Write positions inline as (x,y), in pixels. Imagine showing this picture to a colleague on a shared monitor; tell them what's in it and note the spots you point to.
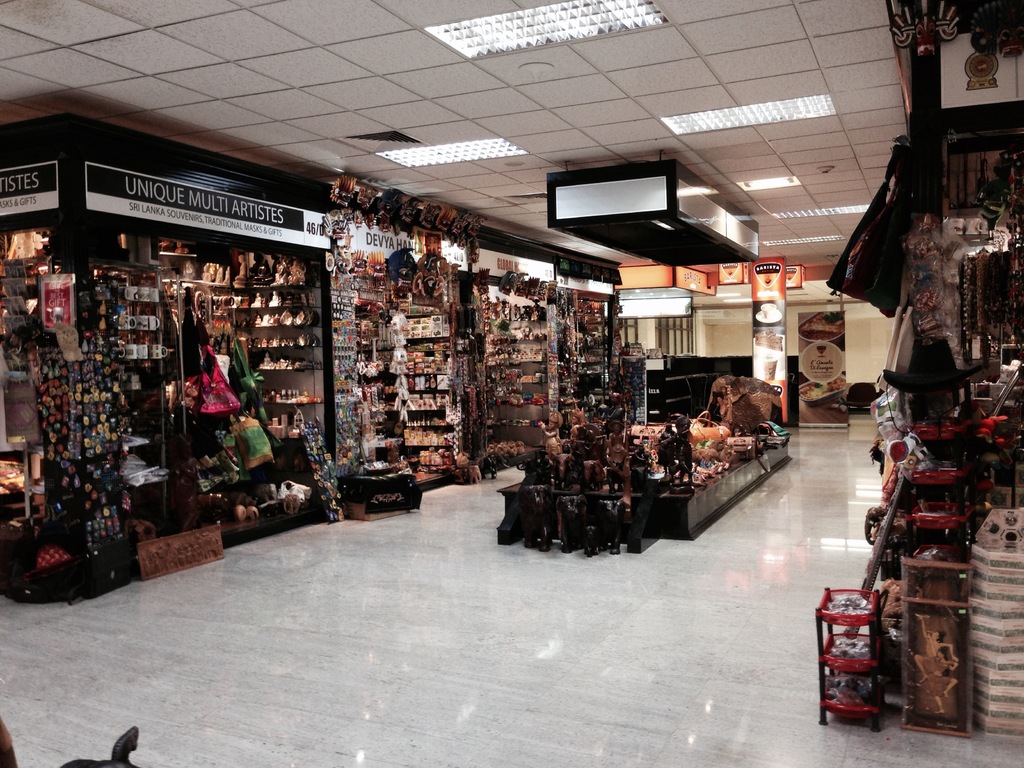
In this picture we can see some shops (348,408) are placed in one building (455,498).
